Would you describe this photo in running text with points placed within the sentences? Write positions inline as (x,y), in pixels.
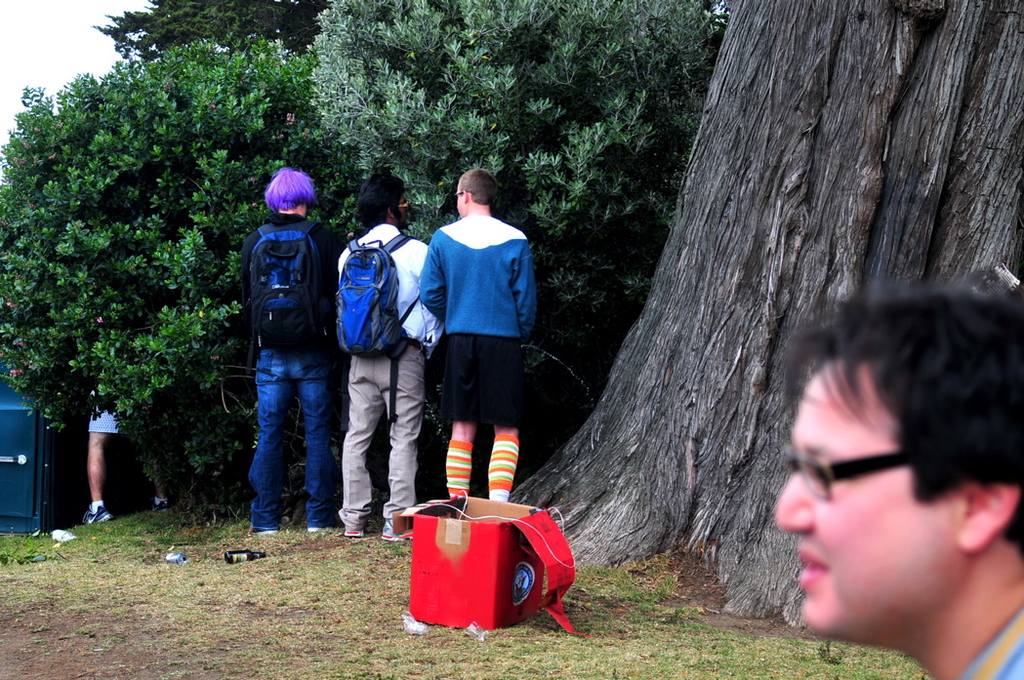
In the foreground of the image (380,285) we can see three persons (495,307) standing in the ground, two persons (403,358) are wearing bags (396,314). In the middle of the image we can see a box (440,535) placed on the ground (475,662). To the right side of the image (821,384) we can see a person (808,521) wearing spectacles (820,463) and in the background (899,200) we can see group of trees (482,94) and sky (64,36).
